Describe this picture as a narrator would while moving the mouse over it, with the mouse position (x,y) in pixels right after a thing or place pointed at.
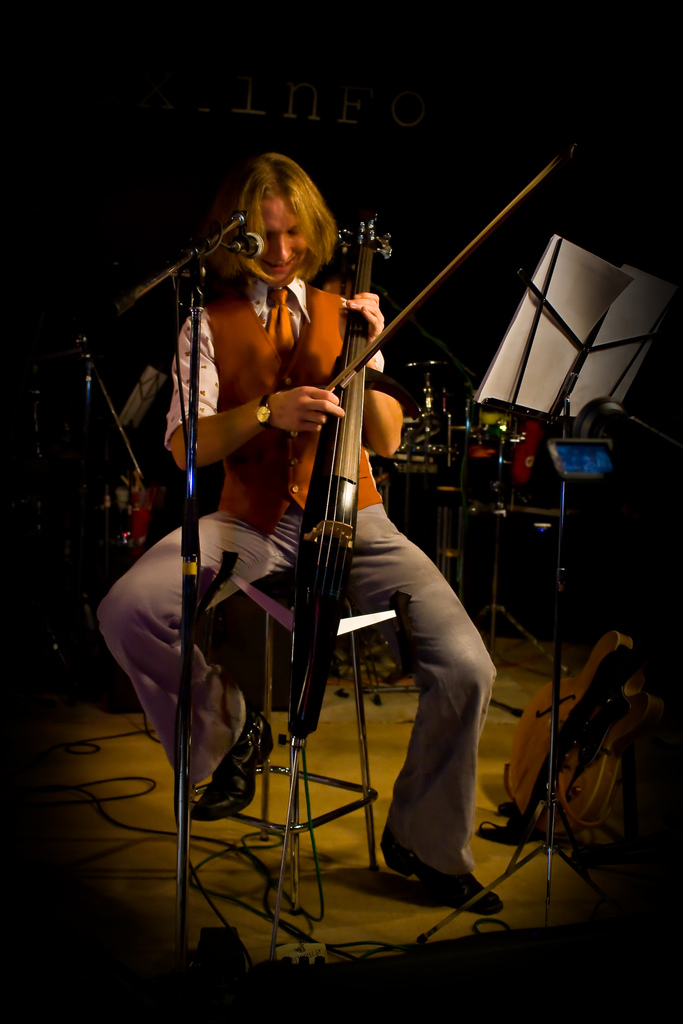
Here we can see a person (392,867) playing musical instrument (336,468) and this is mike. This is floor (580,907). In the background (630,670) we can see some musical instruments (499,419).
